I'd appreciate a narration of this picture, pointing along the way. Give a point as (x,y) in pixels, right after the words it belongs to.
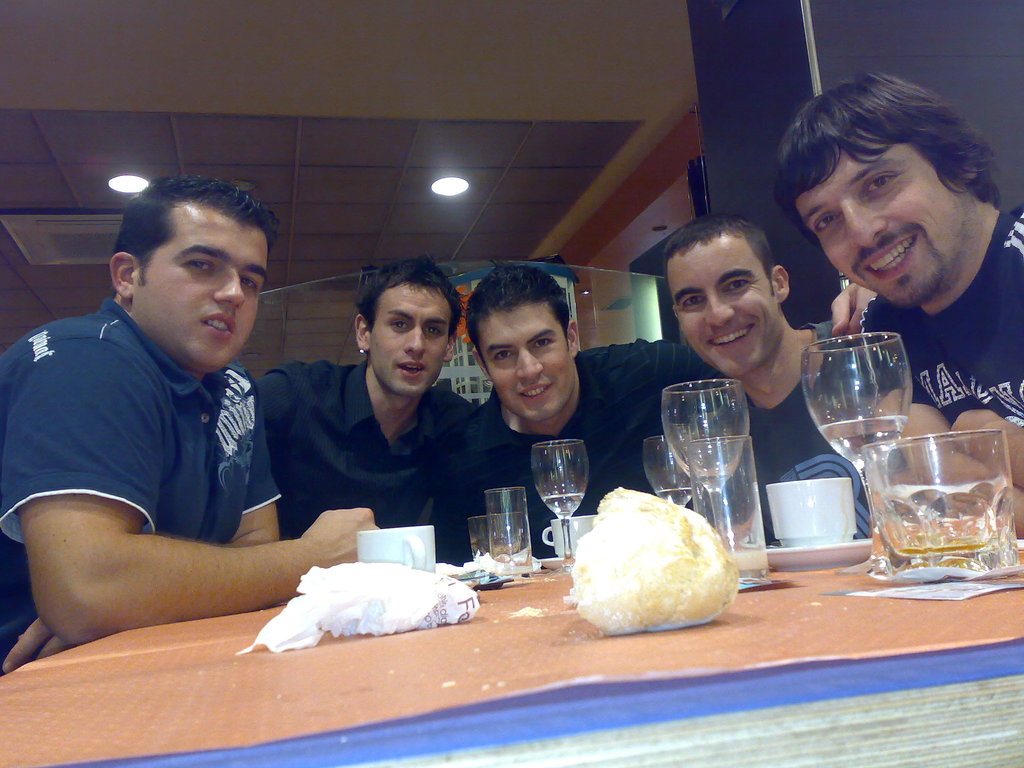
In this image there are people (795,415). At the bottom (795,612) there is a table (793,592) and we can see glasses (911,535), cups (374,548) and saucers (858,543), napkin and a bread (579,598) placed on the table (585,693). In the background (333,340) there is a wall (333,340) and we can see lights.
